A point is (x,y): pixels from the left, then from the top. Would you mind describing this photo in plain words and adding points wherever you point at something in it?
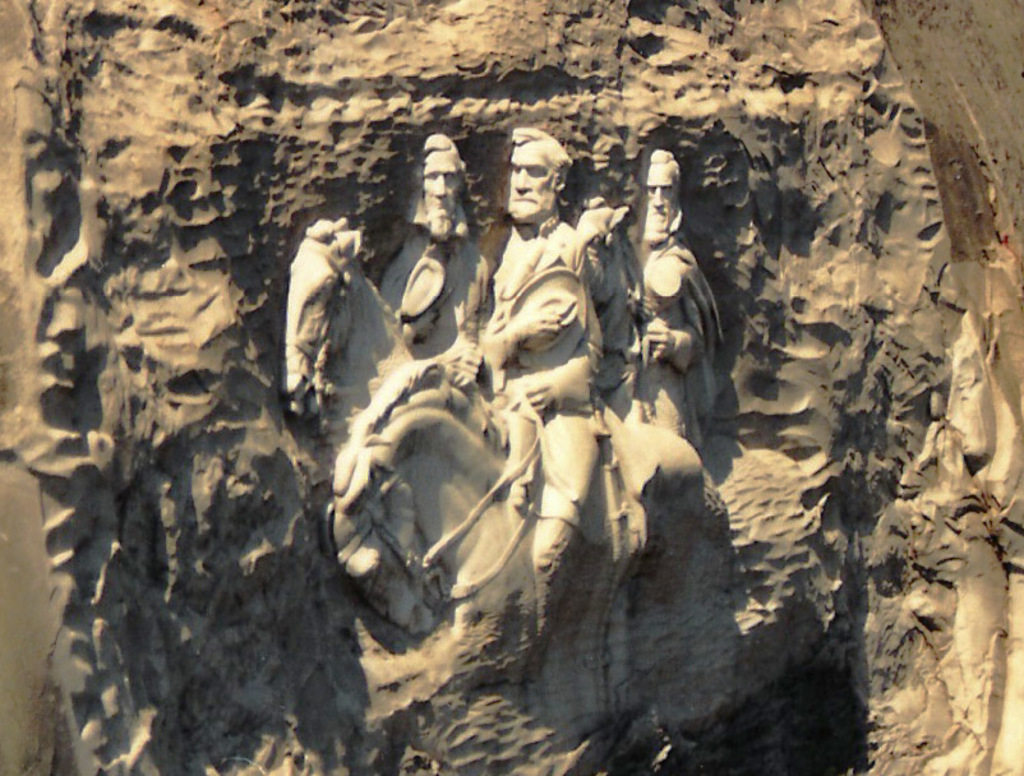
In the middle of this image (592,448), there are sculptures (660,153) of three persons (541,338) who are on the horses (600,546), on a rock (395,211). And the background (362,749) is gray in color.
